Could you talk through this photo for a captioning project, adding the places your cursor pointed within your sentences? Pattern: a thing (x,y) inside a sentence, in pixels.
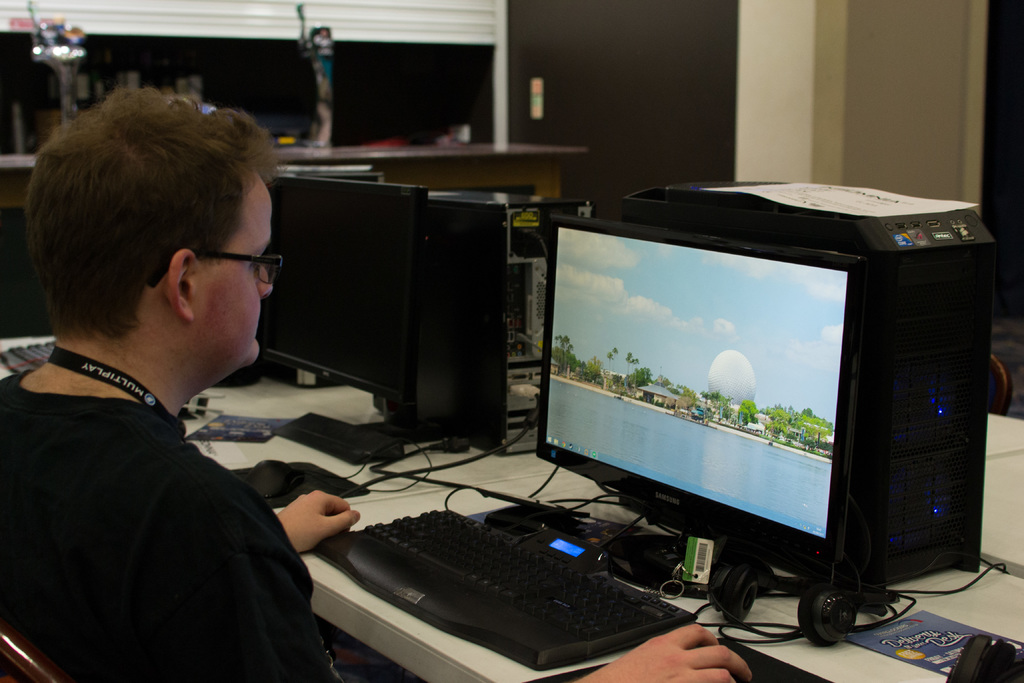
Here I can see a person (99,448) wearing a black color t-shirt (83,590), sitting on the chair (27,665) and looking into the monitor (609,389) which is placed on the table (483,463). Along with the monitors (616,451) there is a keyboard (543,601), headset (835,626), some wires (506,498) and some other objects (486,209) are placed. In the background (655,65) there is a wall (858,97).
